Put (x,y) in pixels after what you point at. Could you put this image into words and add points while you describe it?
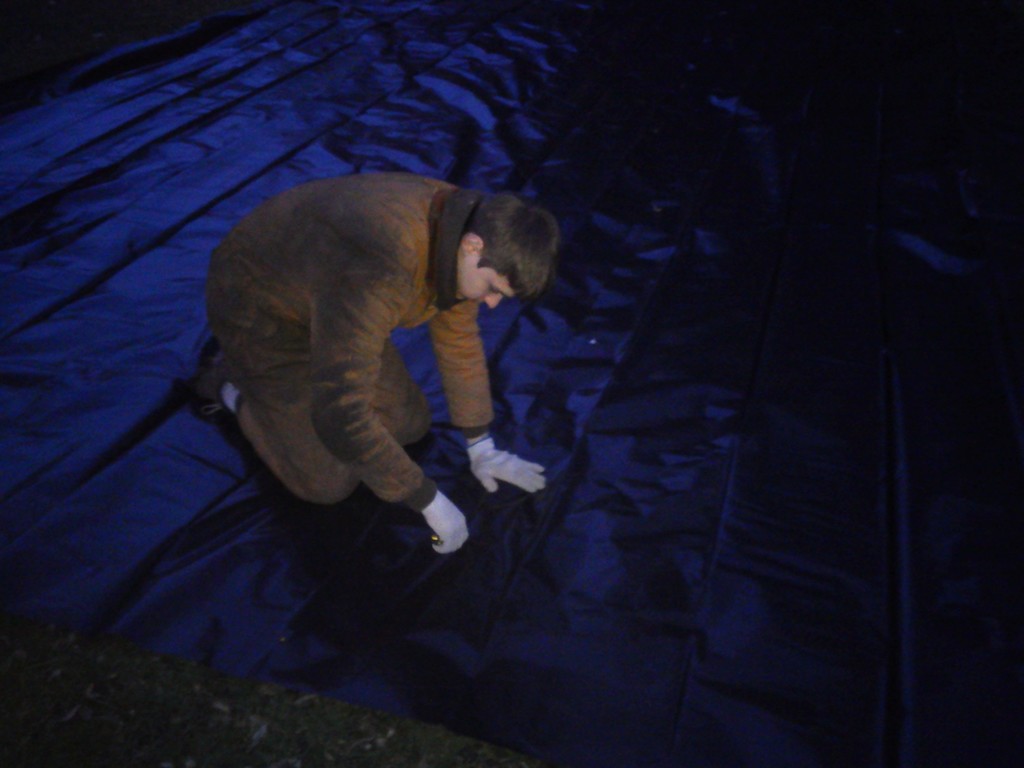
In this image I can see the person (327,440) and the person (305,295) is wearing brown color dress (404,290) and I can see the cloth (640,358) in blue color.
